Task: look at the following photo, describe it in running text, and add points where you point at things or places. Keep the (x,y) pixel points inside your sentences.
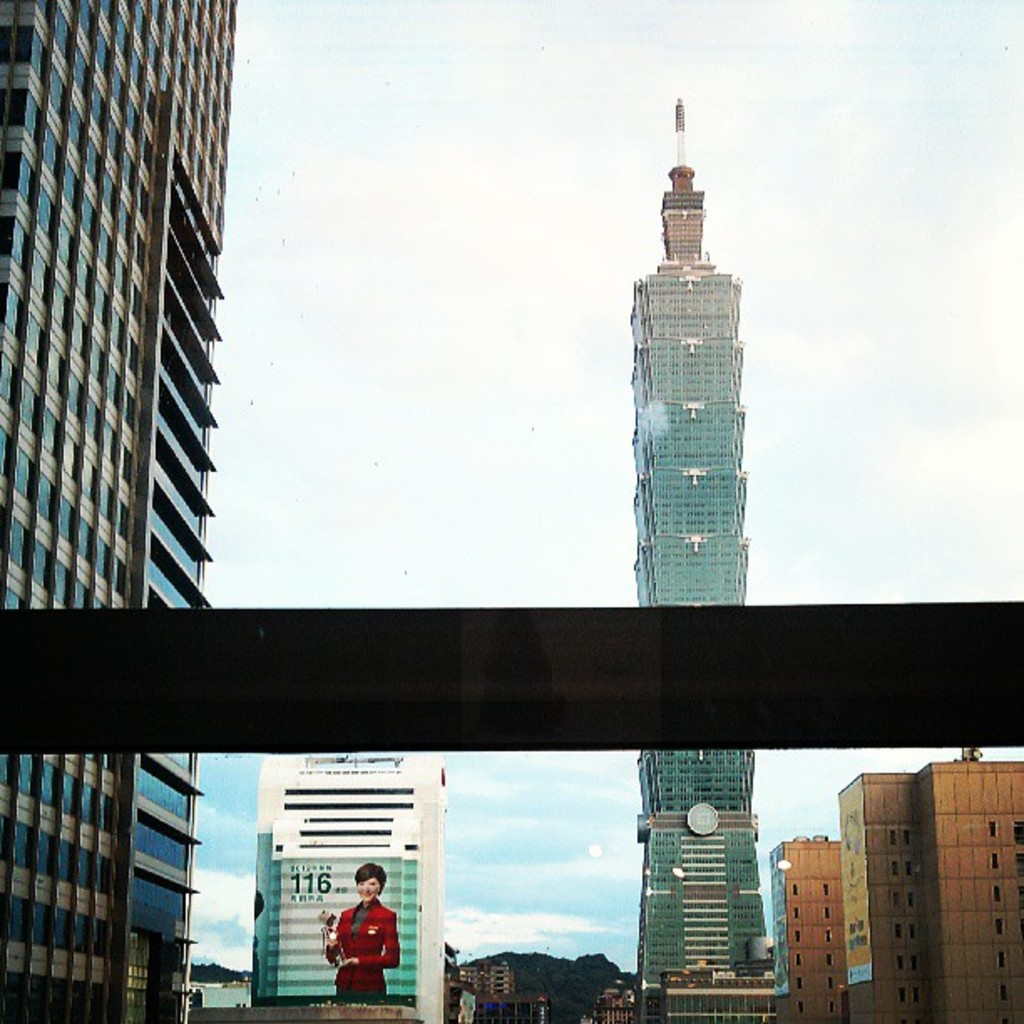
On the left side (107,237) there is a building (105,313). In the background (421,875) there are many buildings (790,926). In the center of the image (369,670) there is a black color rod (877,684). And there is sky (605,257) in the background (776,355). Also there are hills (565,959). On the building (315,913) there is a poster (314,913) with an image (379,924) of a woman (355,947) and something is written.
